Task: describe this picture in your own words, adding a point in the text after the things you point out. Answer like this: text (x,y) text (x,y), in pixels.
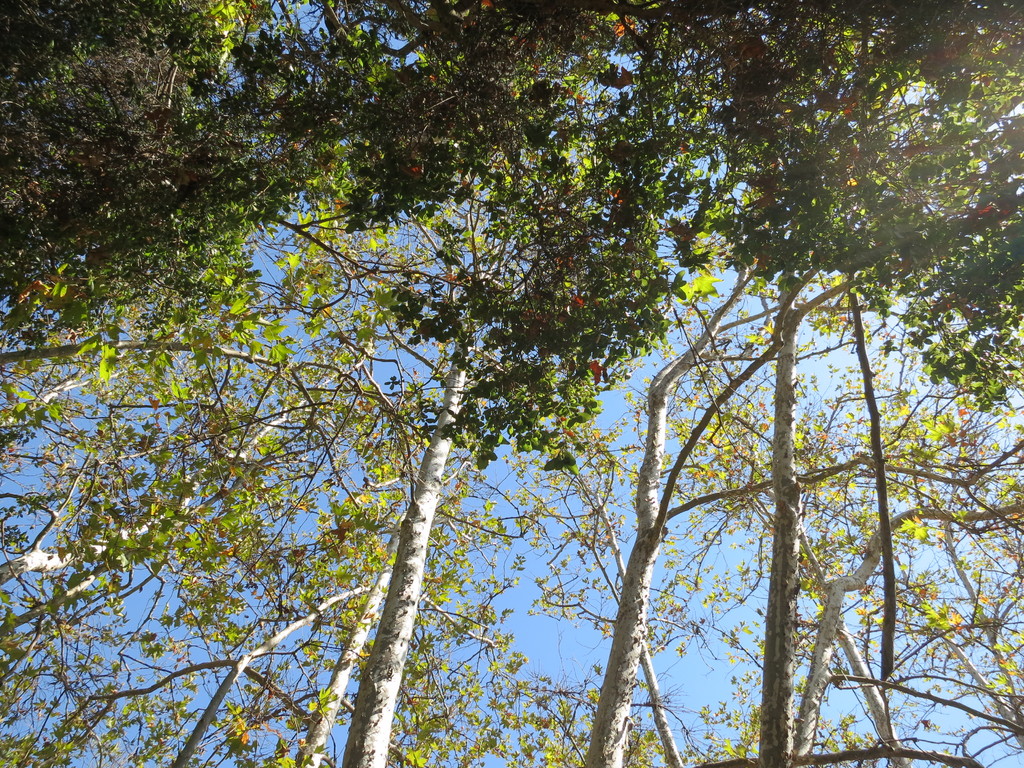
In this image I can see few green color trees (584,370). The sky (632,440) is in blue color.
